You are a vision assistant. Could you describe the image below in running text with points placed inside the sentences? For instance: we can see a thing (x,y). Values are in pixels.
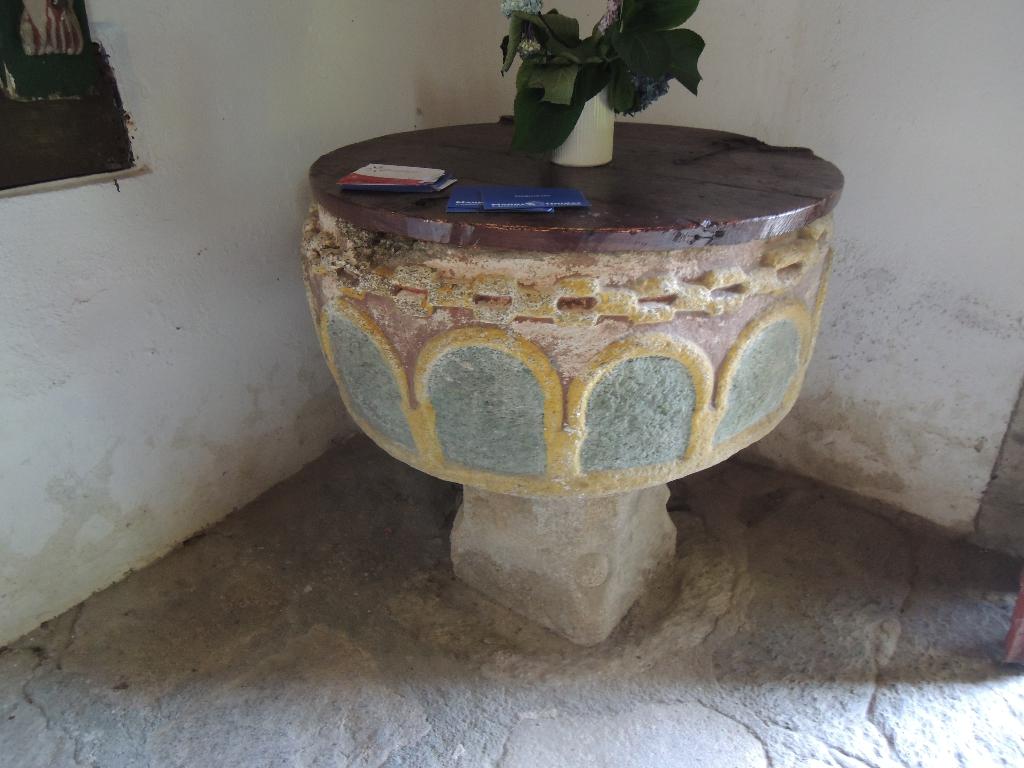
In this image there is a flower vase (597,157) with some papers (398,184) on a stone font (501,385), in the background of the image (803,111) there is a wall (241,142).
